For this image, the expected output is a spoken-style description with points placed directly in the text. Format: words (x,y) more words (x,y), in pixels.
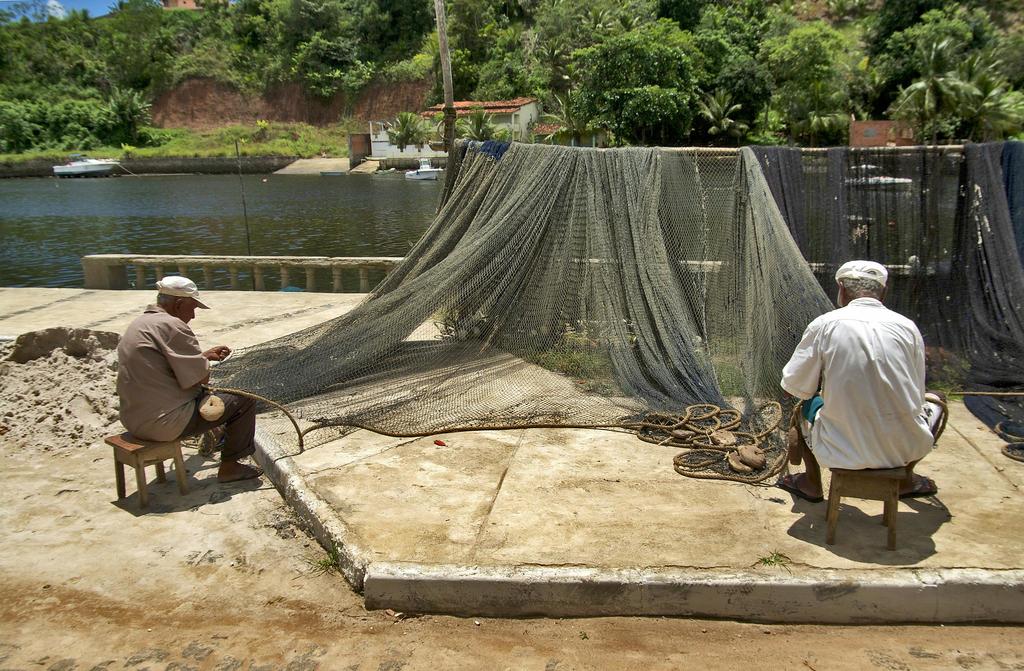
In this picture we can see two men (152,374), they are sitting on the chairs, in front of them we can see fishing net (536,231), in the background (402,120) we can find few trees (545,46), a house (504,121) and boats (82,161) on the water (425,194).
